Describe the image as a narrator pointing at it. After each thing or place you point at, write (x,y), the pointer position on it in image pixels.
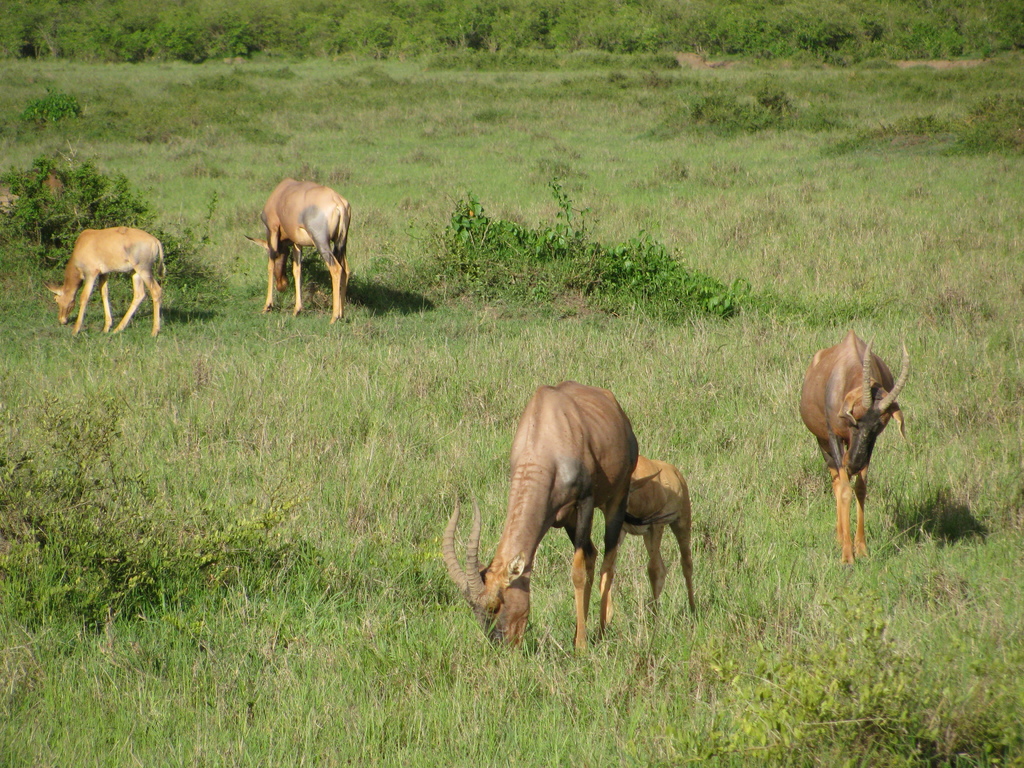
In this picture there are five antelopes (853,369) who are eating green grass (442,641). In the background (957,11) we can see plants (986,40) and trees (487,5).
